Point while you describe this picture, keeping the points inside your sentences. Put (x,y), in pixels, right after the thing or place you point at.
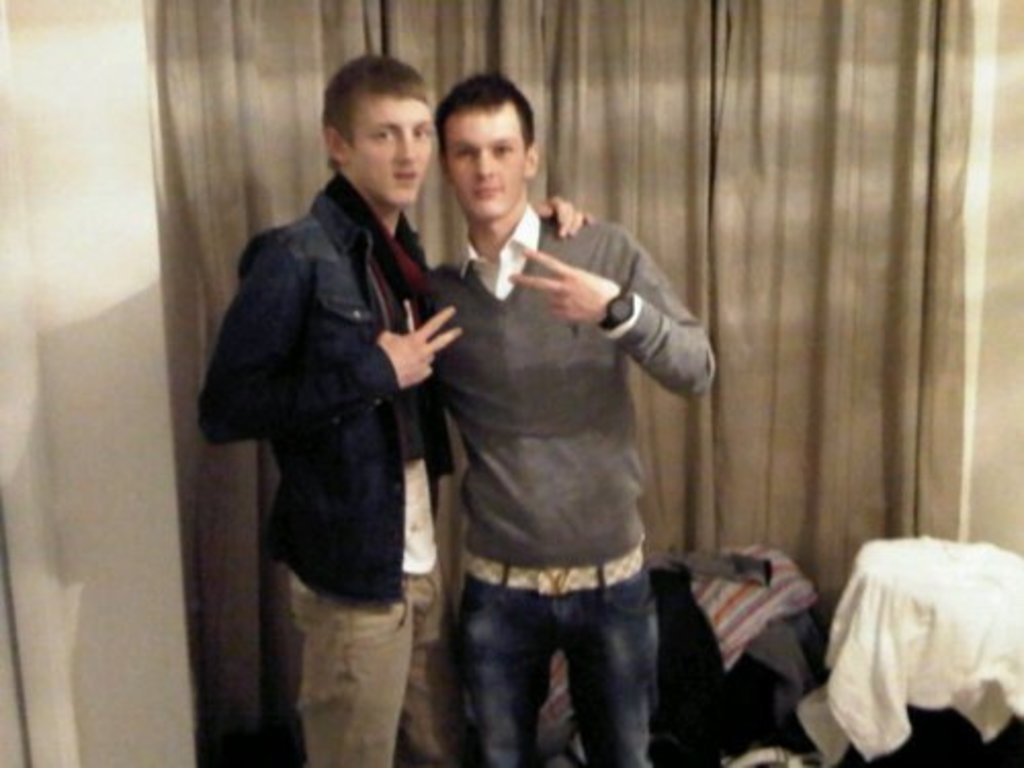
In the background (561,48) we can see the wall (112,116) and a curtain (587,116). In this picture we can see the men (618,473) standing and they both are giving a pose. On the right side of the picture (754,549) we can see the clothes (845,654).
